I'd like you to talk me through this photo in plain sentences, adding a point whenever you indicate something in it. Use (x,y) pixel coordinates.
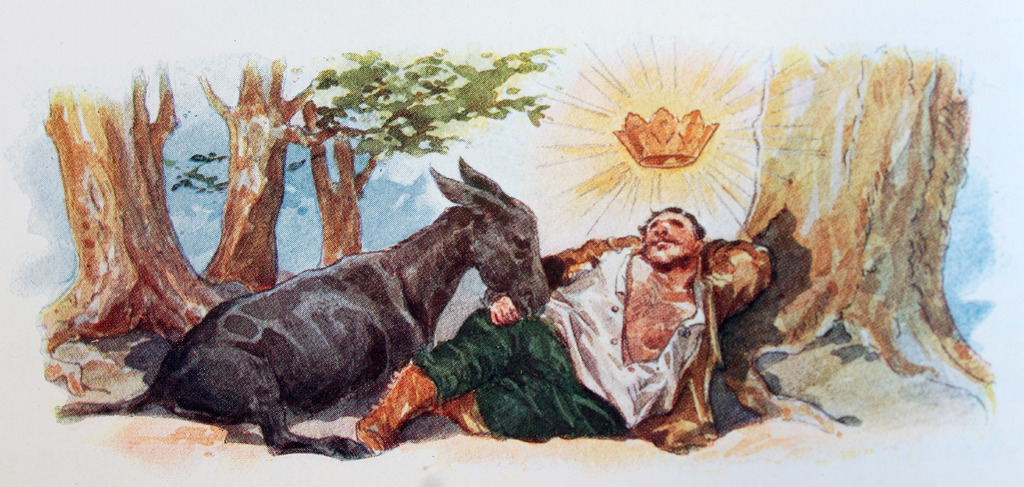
In this image I can see the paint (336,169) of person (558,323), animal (278,316), sun (675,105) and trees (119,195). The person (633,302) is lying to the side of the tree (740,312) and he wearing the white and green color dress (542,345). The animal (385,319) is in black color. In the back (513,148) I can see sun (579,139) and the sky (523,161).
